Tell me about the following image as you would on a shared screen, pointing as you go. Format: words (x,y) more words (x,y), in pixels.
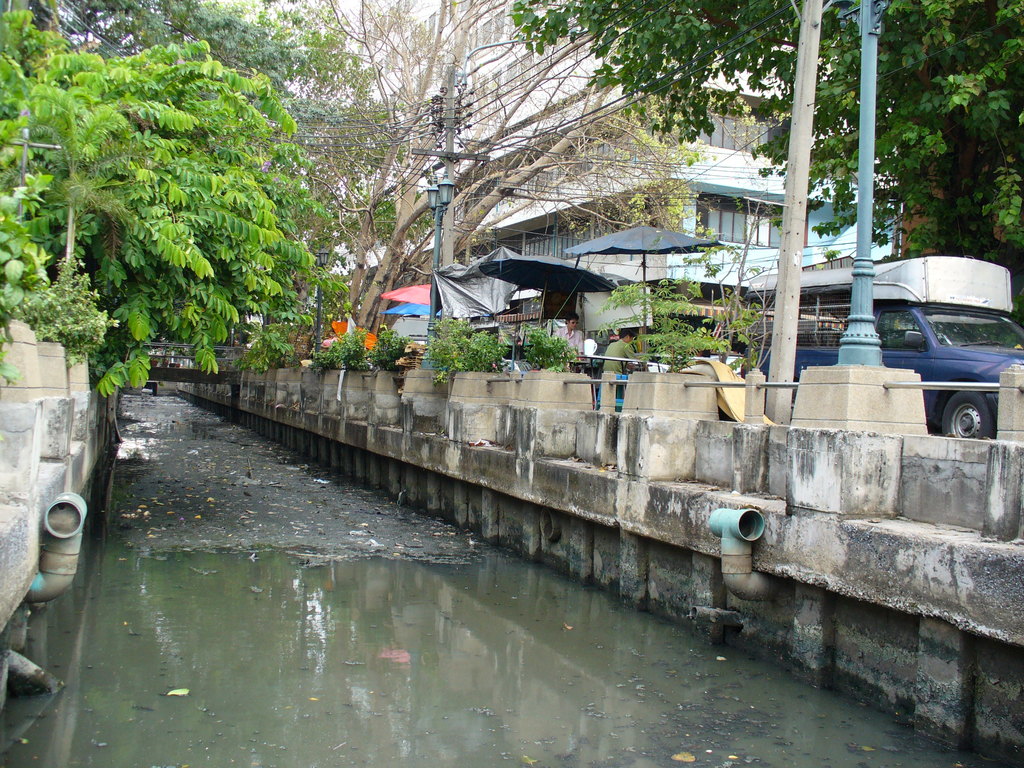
There is water (501,631), it seems like boundaries (584,480) in the foreground area of the image (481,413), there are trees (520,172), people (570,339), vehicles (894,308), stalls (575,358), poles (435,199) and buildings (688,231) in the background (517,234).
